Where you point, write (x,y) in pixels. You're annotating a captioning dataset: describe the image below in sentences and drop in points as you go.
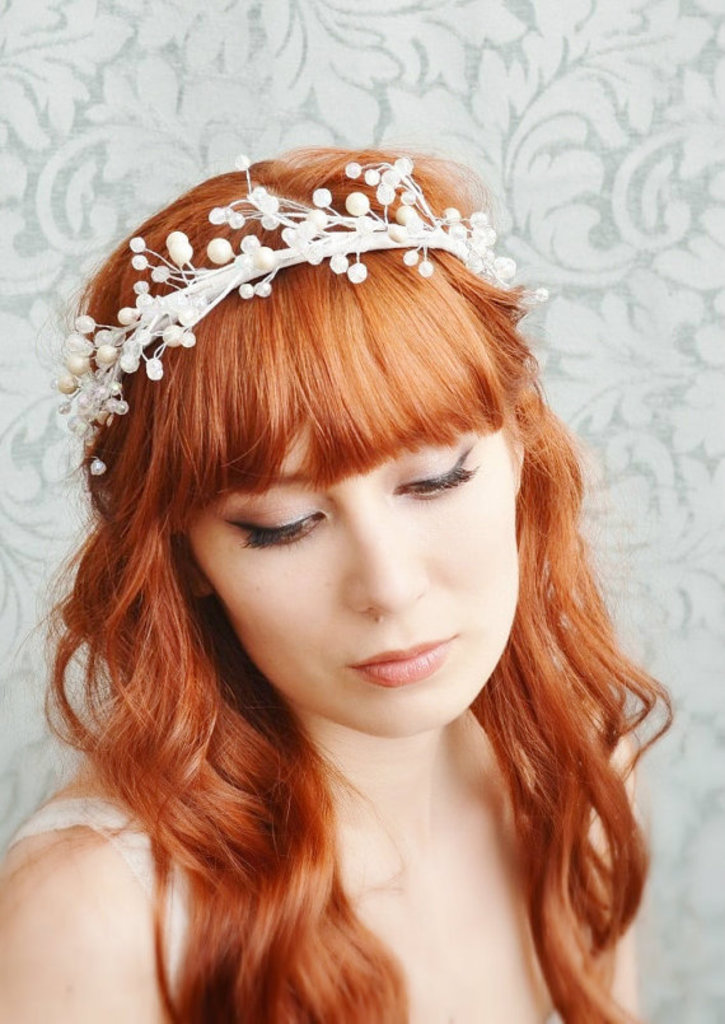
In this image there is a woman (340,895). There is a crown (208,281) on her head (117,277). Behind her there is a wall (468,59). There is a design (567,322) on the wall (703,892).
